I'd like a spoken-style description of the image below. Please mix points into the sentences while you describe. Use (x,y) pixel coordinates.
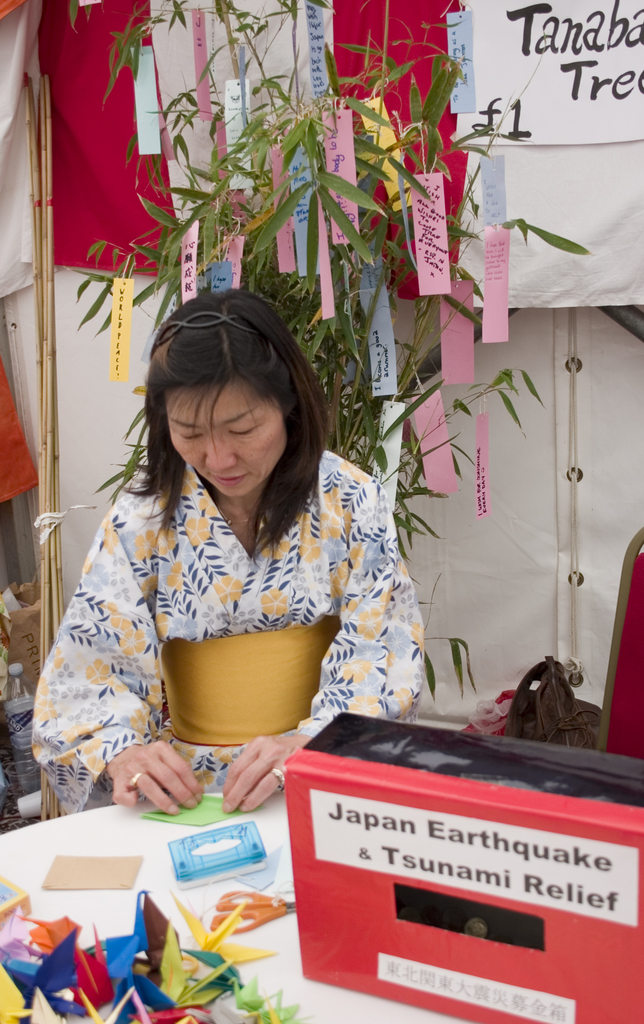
In the center of the image (298,409) there is a woman (128,596) sitting at the table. On the table (34,899) we can see papers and box (427,893). In the background (475,124) we can see tree (219,191), papers (429,190), curtain (554,178), sticks (46,479) and wall (72,351).
